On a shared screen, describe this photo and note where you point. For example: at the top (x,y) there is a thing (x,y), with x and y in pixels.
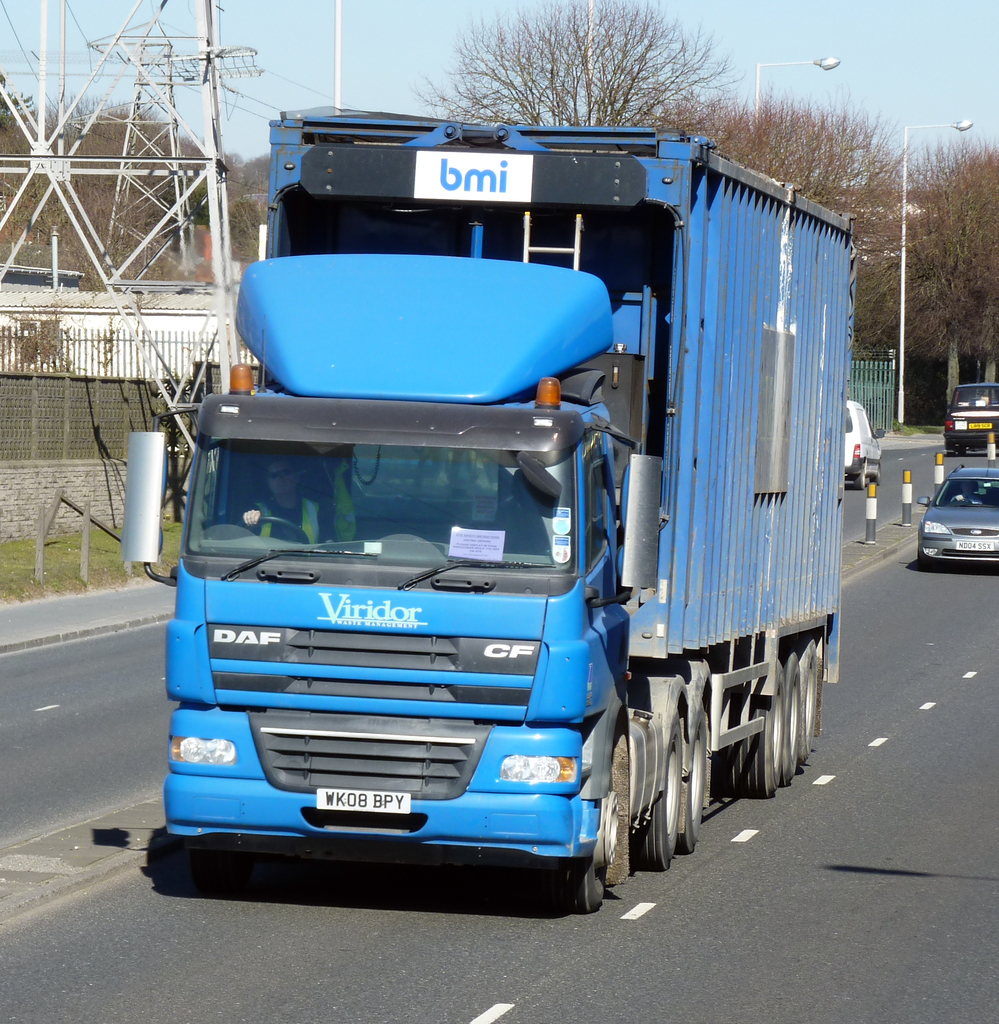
this picture shows a truck (824,334) moving on a road (901,595) and we see few trees (470,74) and few vehicles (854,460) and pole lights (968,129).
